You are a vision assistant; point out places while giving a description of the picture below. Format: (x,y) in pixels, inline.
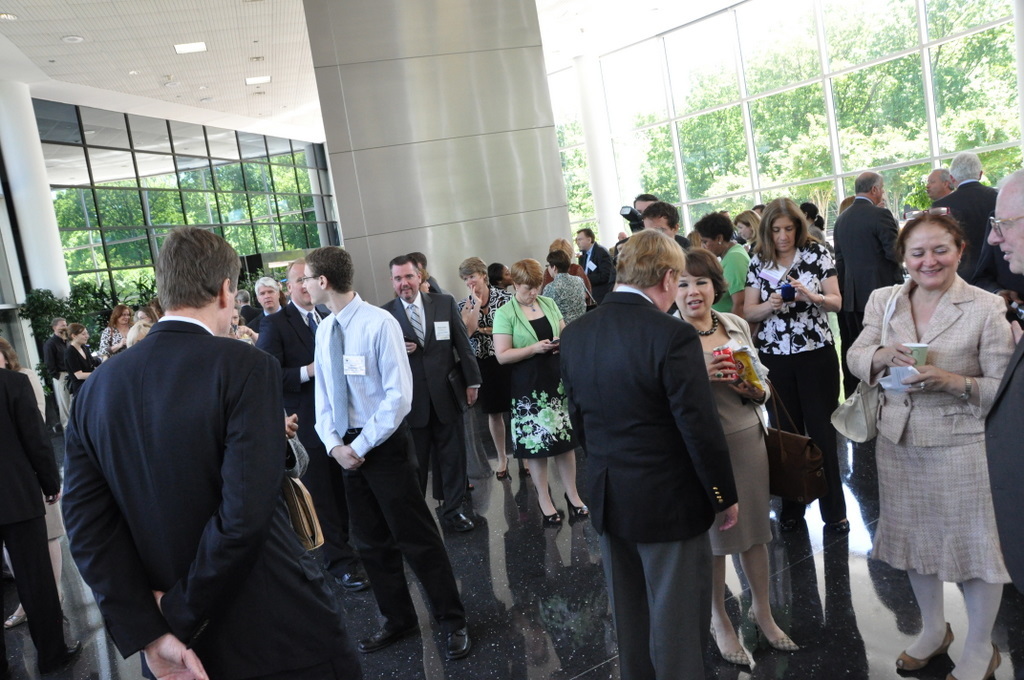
In the foreground of this image (487,421), there are persons (531,363) standing holding mobile phones (557,342), cups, tins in their hands (815,295). In the background (416,100), there is a pillar (418,126), ceiling (309,97), glass wall (725,121) and through the glass (821,139), we can see the greenery (712,145).
